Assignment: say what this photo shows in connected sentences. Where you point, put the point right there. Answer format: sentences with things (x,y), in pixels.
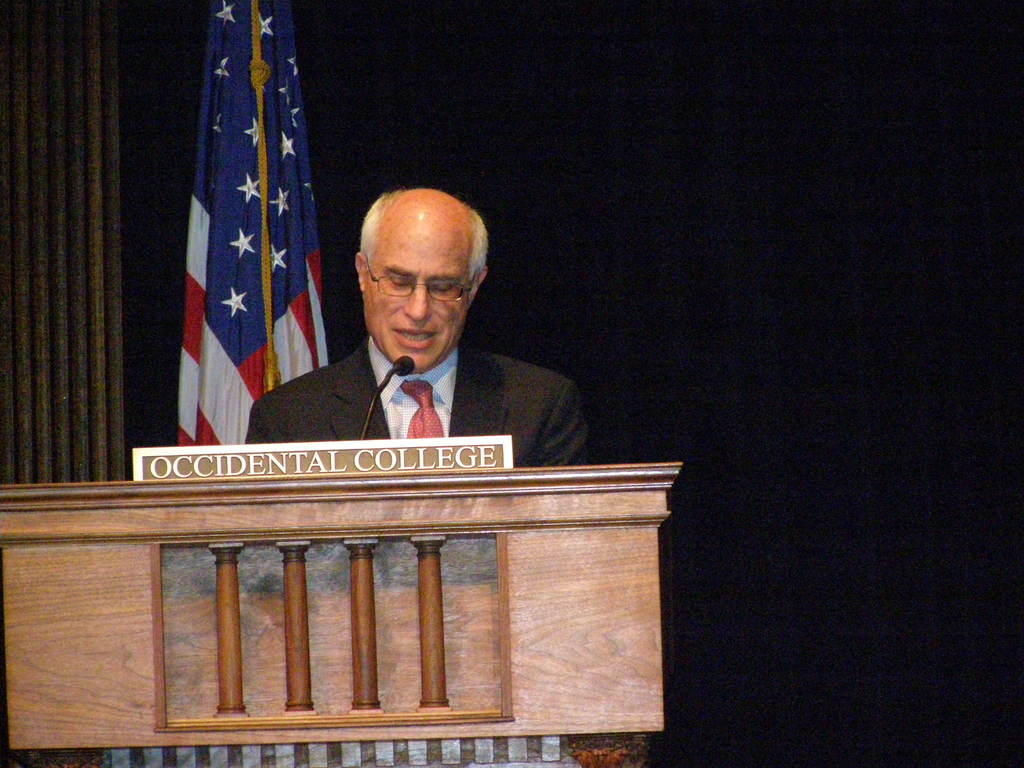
In this picture, we see a man (485,403) in the black blazer (467,369) is standing. In front of him, we see a podium (447,597) on which a microphone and a small board (195,456) on which "OCCIDENTAL COLLEGE" is written. On the left side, it looks like a curtain (45,259). In the background (724,178), it is black in color.
